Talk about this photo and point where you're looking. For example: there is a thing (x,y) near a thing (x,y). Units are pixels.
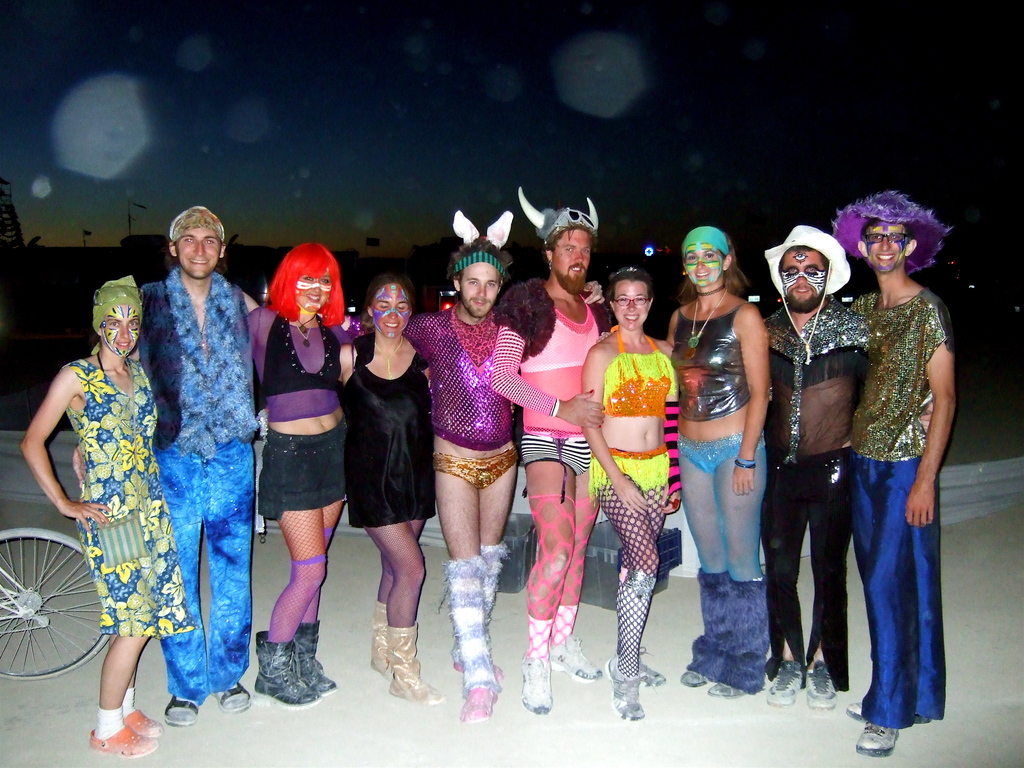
In this image we can see group of people (603,434) standing on the ground (86,717) wearing different costumes (402,387). In the background (3,584), we can see a bicycle (15,613) and the sky (328,149).
